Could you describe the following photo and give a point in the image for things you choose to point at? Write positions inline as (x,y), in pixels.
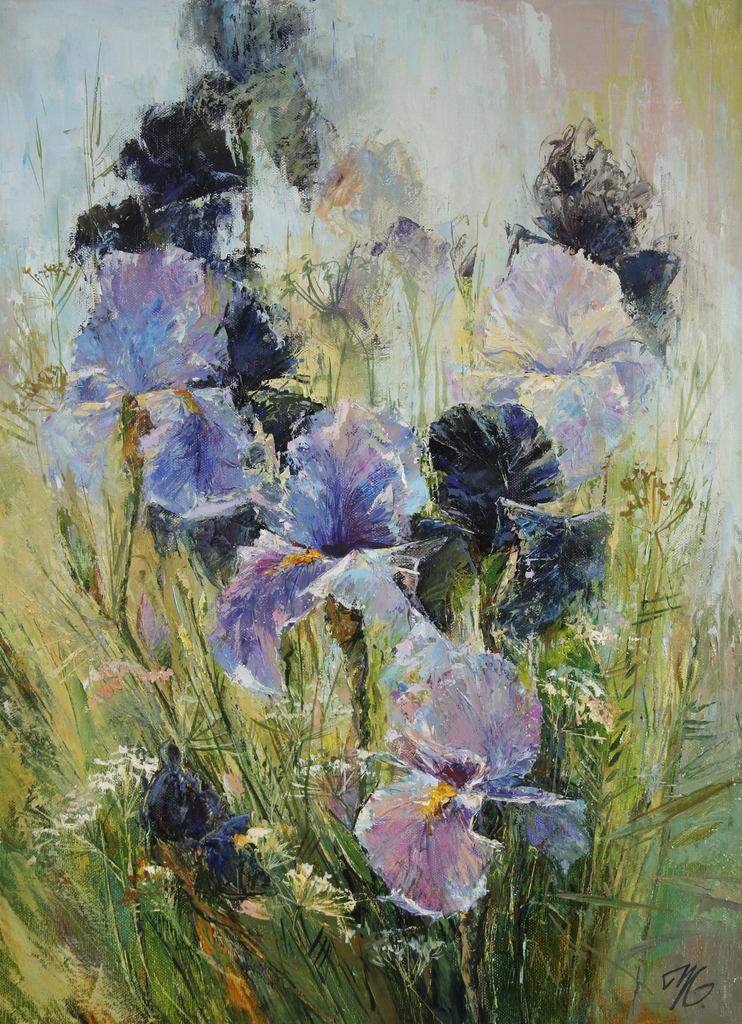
In this image we can see the painting (314,608) of some plants (283,779) and flowers (450,749) to it.
